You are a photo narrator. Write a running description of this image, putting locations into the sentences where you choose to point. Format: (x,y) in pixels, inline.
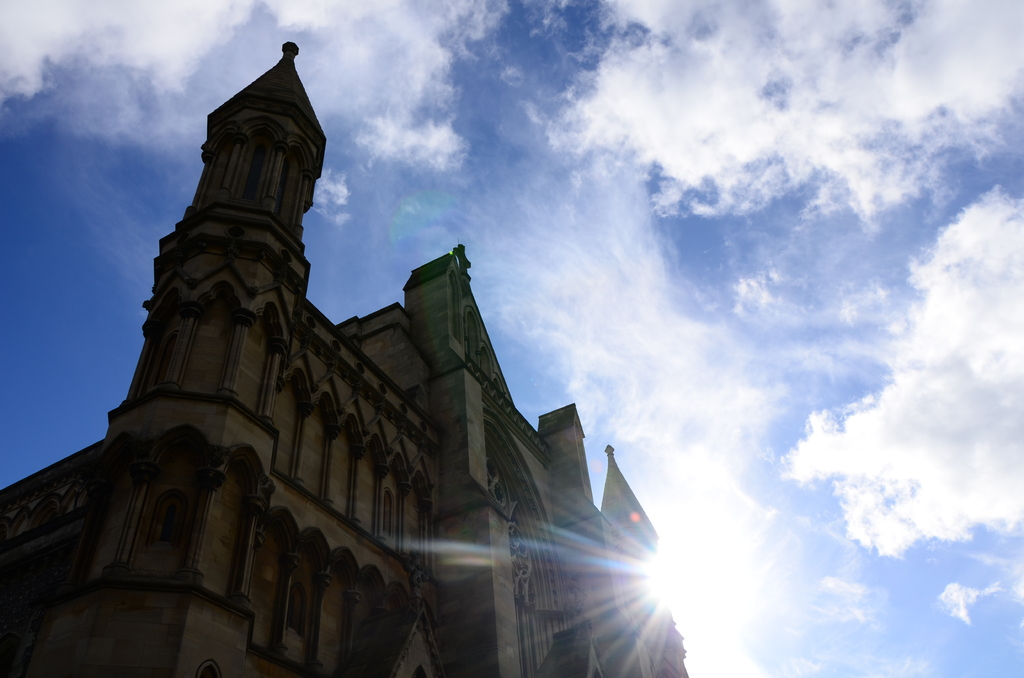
In the front of the image (462,439) there is a building (495,541). In the background of the image (557,401) I can see sunlight (684,485) and cloudy sky (753,269).
